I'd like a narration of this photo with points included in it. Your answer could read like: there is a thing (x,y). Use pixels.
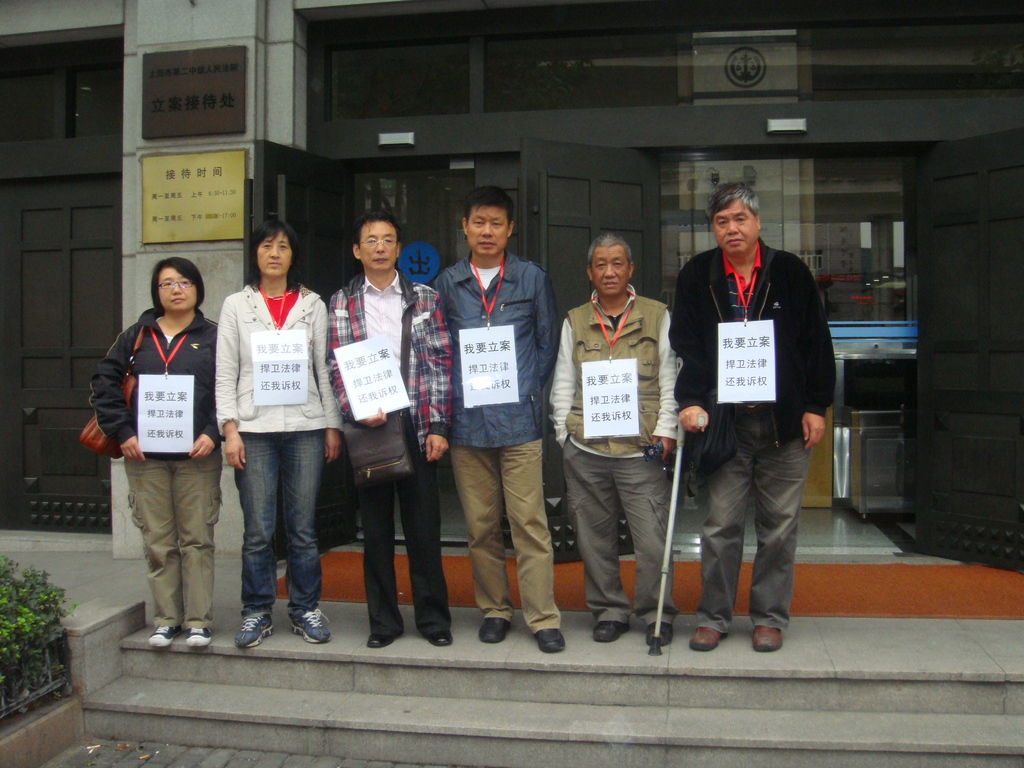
In this image in the center (505,406) there are some people (426,417) who are standing and they are wearing some boards (508,395). In the background (833,242) there are some buildings (882,260), at the bottom (326,670) there are stairs (336,670). On the left side (67,473) there is a door (64,334) and some boards (169,199) and plants (59,632), in the background (584,193) there is a wooden door (598,191) and some other objects (865,368).
